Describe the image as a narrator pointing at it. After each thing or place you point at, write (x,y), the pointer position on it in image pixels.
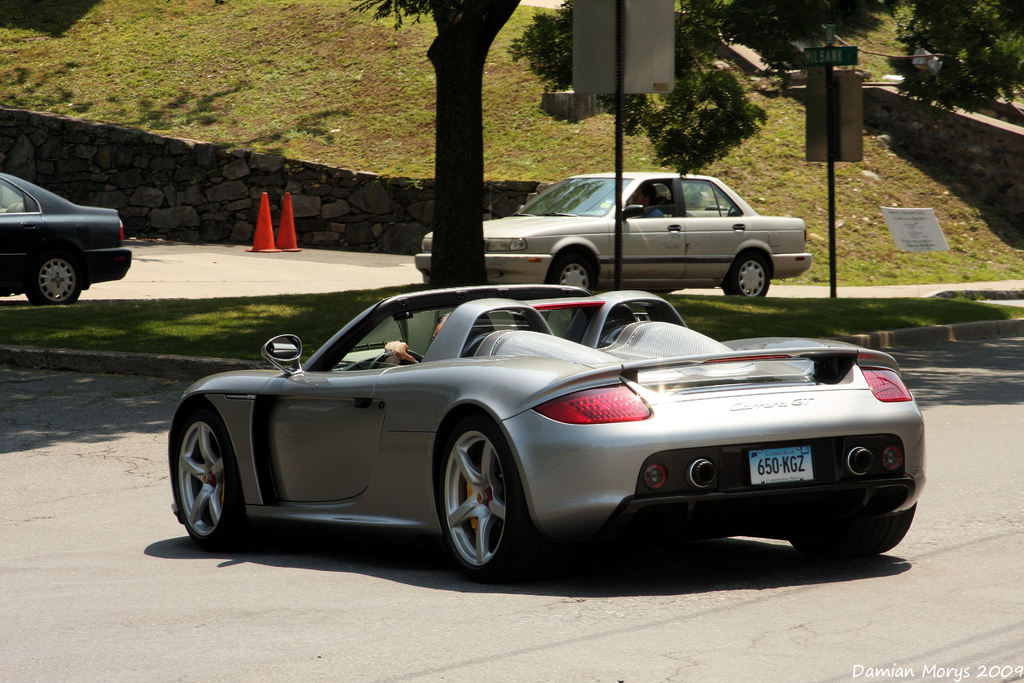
In this image we can see three cars (89,248). Also there are boards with poles (618,122). In the back (260,247) there are traffic cones (285,233). On the ground (235,290) there is grass (818,247). And there is a tree (480,172). In the back (150,156) there is a wall (246,179). In the right bottom corner (957,676) there is a watermark (916,666).
